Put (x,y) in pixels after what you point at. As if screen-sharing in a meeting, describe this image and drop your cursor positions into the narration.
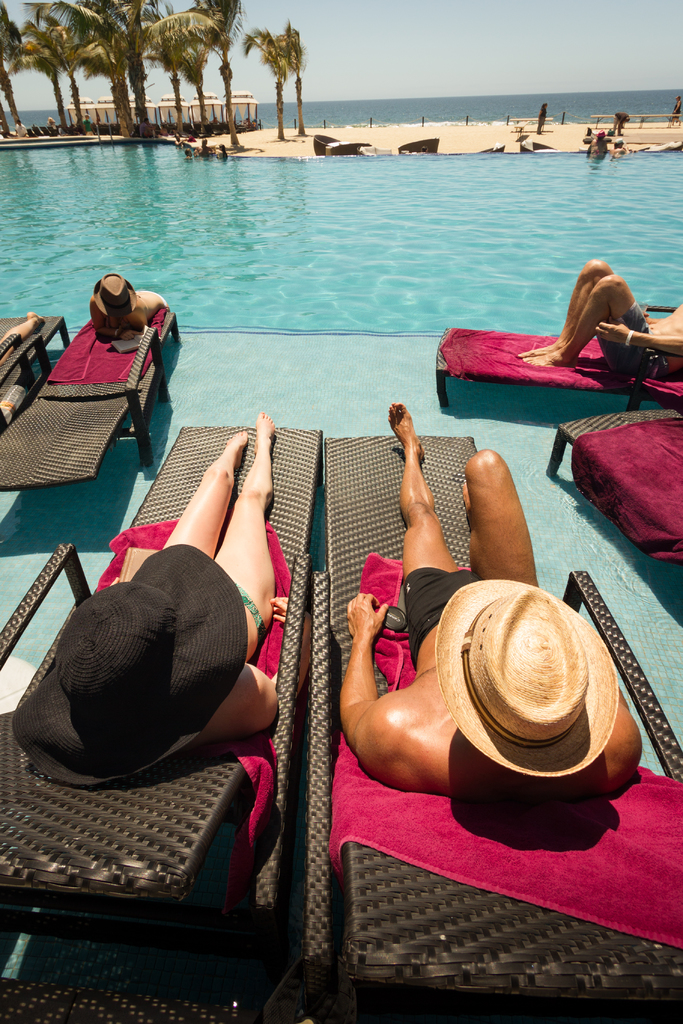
In this image we can see sun loungers (341,509). There are several persons (227,566) lying on that. Three persons (221,645) are wearing hats (233,653). Also there is water (290,204). In the back (56,64) there are trees (227,49). In the background (424,86) there is water (399,102) and sky (443,35).
